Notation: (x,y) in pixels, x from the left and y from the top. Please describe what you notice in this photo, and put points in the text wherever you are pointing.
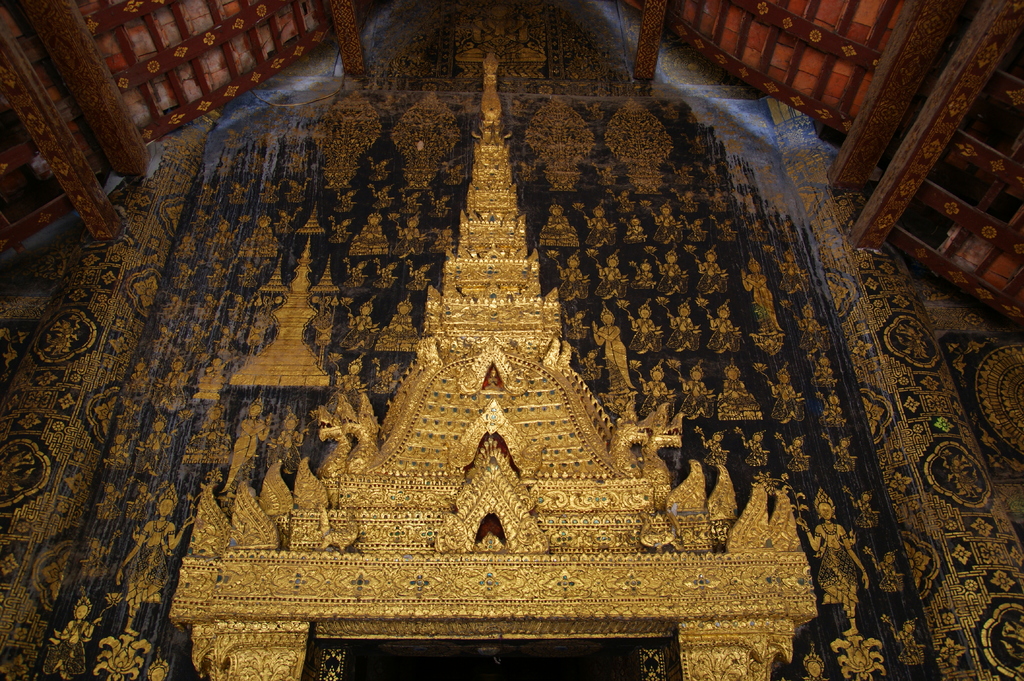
In the picture we can see a Buddhist temple (453,492) which is constructed with a gold (309,557) and under the shed (206,2) and to the wall (532,94) we can see some designs (853,581).
